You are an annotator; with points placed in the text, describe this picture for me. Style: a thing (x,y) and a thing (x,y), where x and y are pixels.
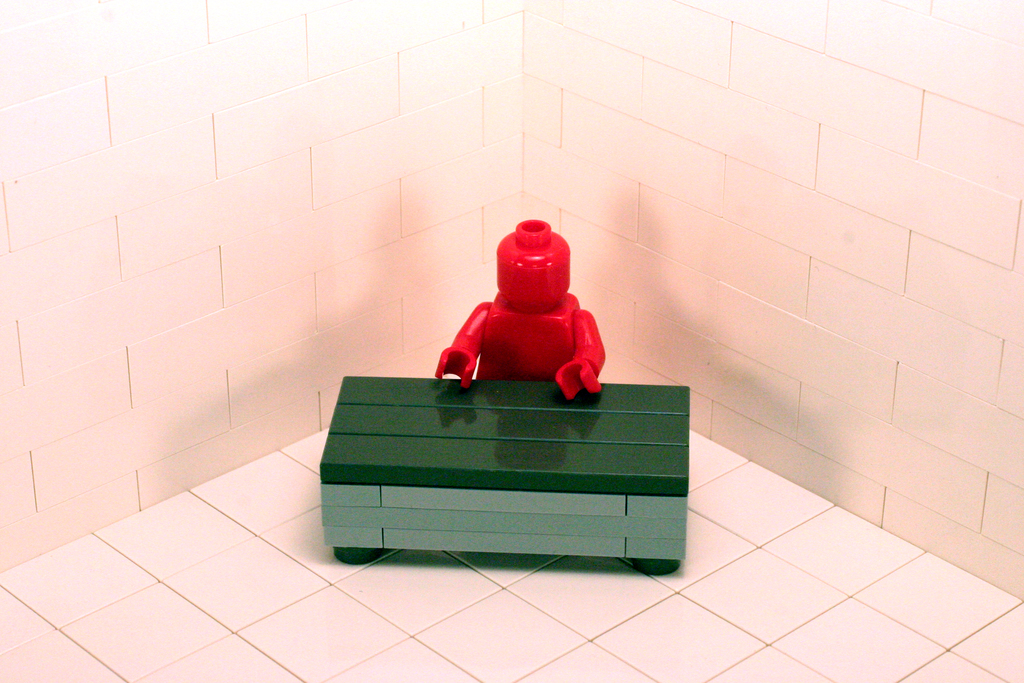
In this image in the center (453,353) there is one toy (556,358) and one box (540,443), and in the background (269,238) there is a wall (146,489) at the bottom (310,619) there is a floor (761,616).
